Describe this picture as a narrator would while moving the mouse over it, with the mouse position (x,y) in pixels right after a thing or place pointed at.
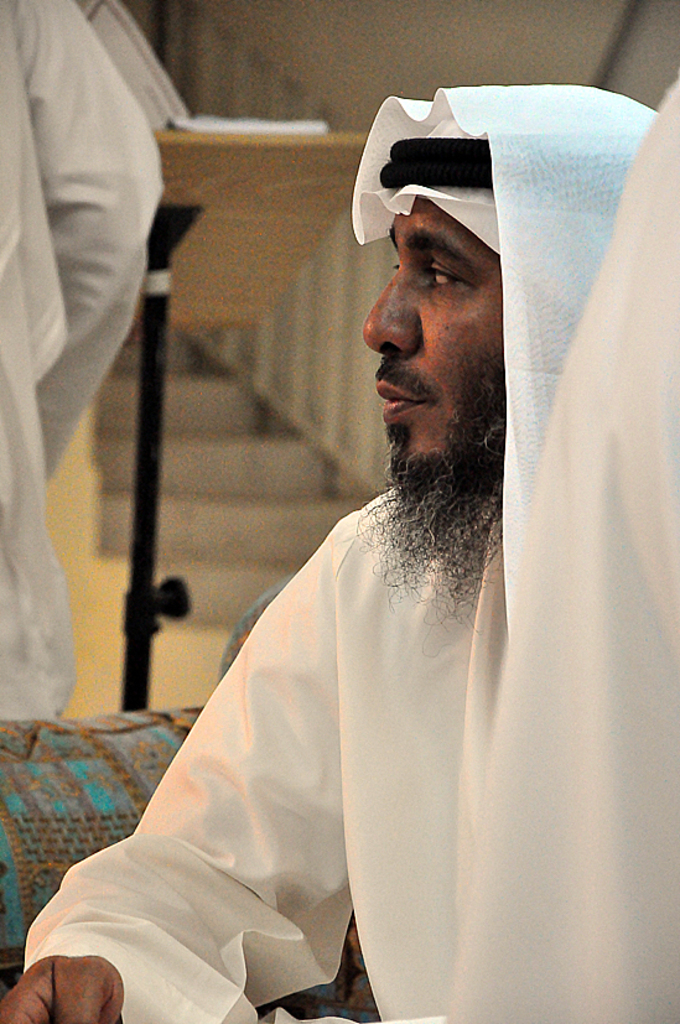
Here in this picture in the front (240,746) we can see a person (267,709) sitting on a couch (92,822) and we can see he is wearing an Islamic dress (333,747) and he is having beard (403,504) and beside him also we can see other people (588,614) standing and behind him we can see a speech desk (199,226) with a book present on it over there and we can also see a staircase (260,431) present.
